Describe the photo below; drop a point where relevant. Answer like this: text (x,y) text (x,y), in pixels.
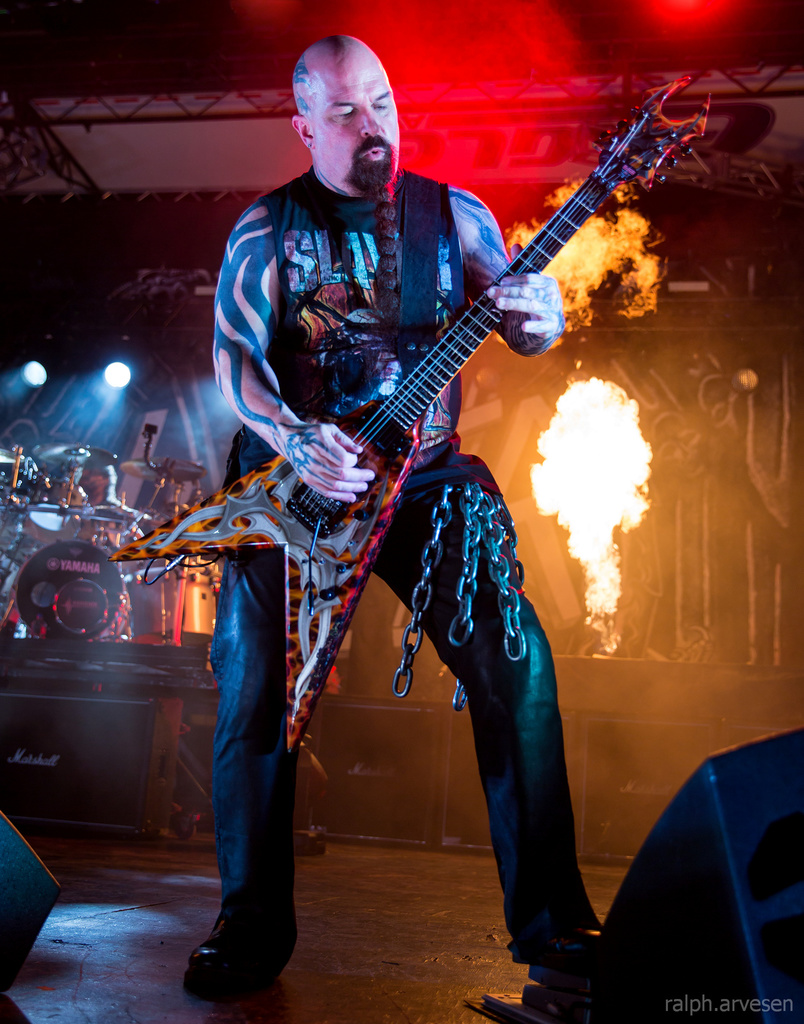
In this picture there is a man (454,530) who is playing a guitar (537,251). The chains (464,533) are attached to the leg (495,686). On left side (45,538) there is a musical instruments (46,483). Here it's a speakers (626,906).
